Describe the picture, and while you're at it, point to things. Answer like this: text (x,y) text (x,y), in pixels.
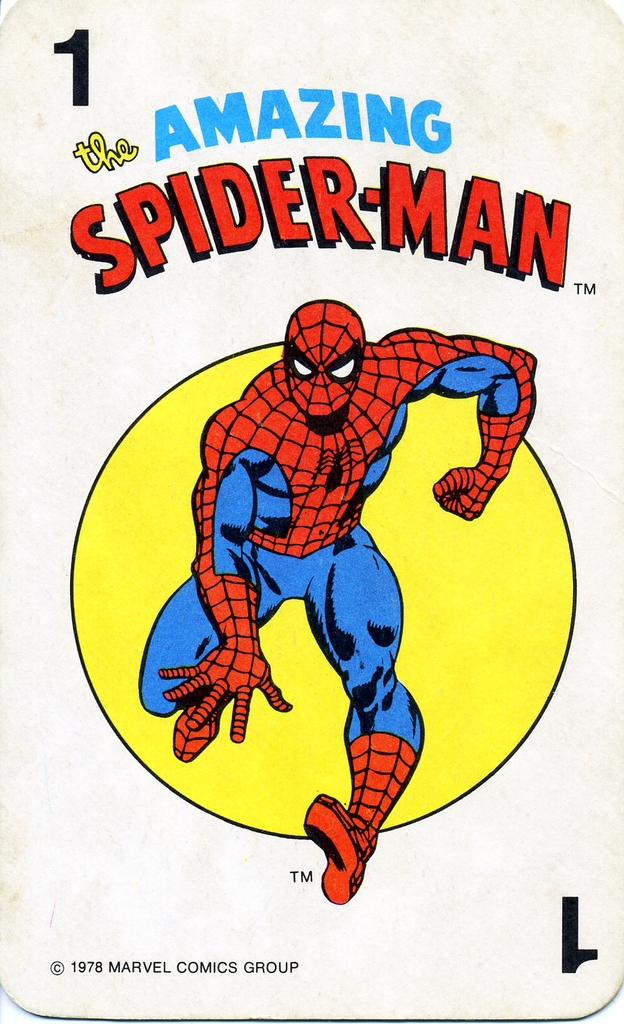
In this image we can see a depiction of spider man (333,302), some text (207,177) and number (573,945).
